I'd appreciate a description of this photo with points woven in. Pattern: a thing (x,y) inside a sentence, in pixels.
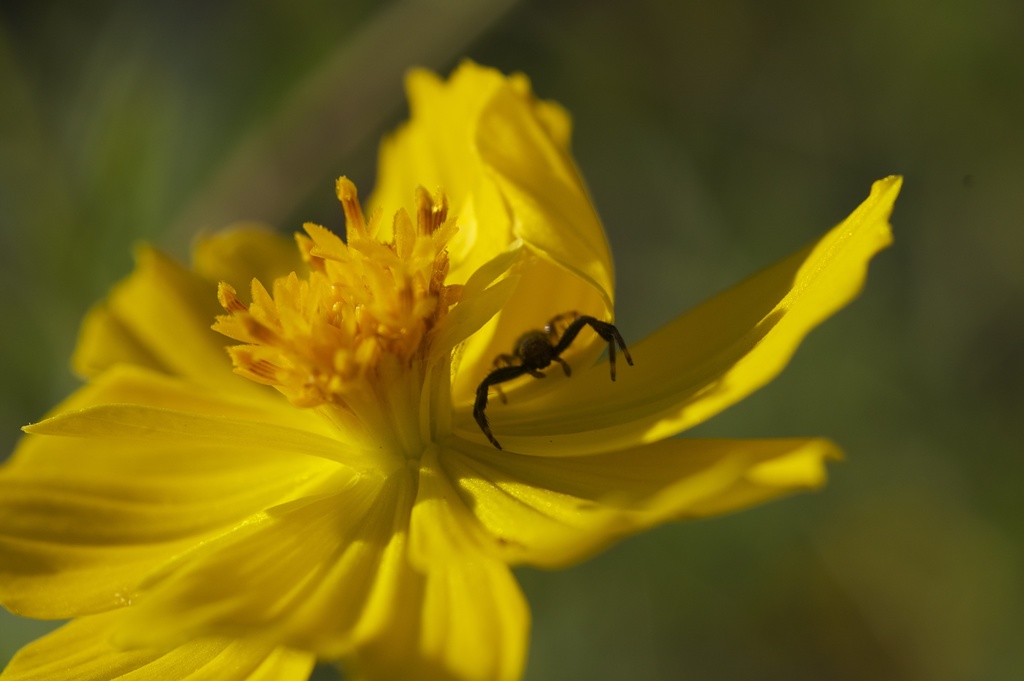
In this image I can see a beautiful flower (525,445) and there is an insect (524,372) on it.
